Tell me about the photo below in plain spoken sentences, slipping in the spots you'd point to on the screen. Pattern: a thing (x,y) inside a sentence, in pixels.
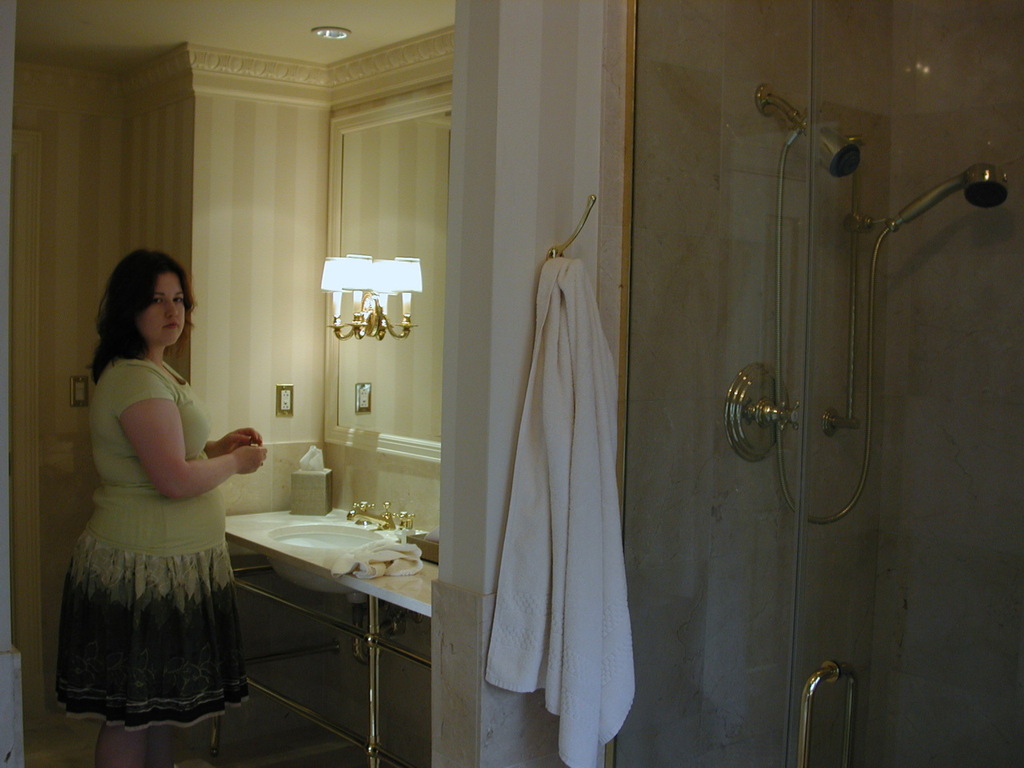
In this image I can see one woman (139,288) is standing on the left side (127,707) and in the front of her I can see a sink (343,527), a cloth (390,559), a water tap (376,523), few lights (381,336) and a mirror (359,132). On the right side of this image (714,217) I can see a white colour towel (618,557), a glass door (834,594) and a shower pipe (851,382).
